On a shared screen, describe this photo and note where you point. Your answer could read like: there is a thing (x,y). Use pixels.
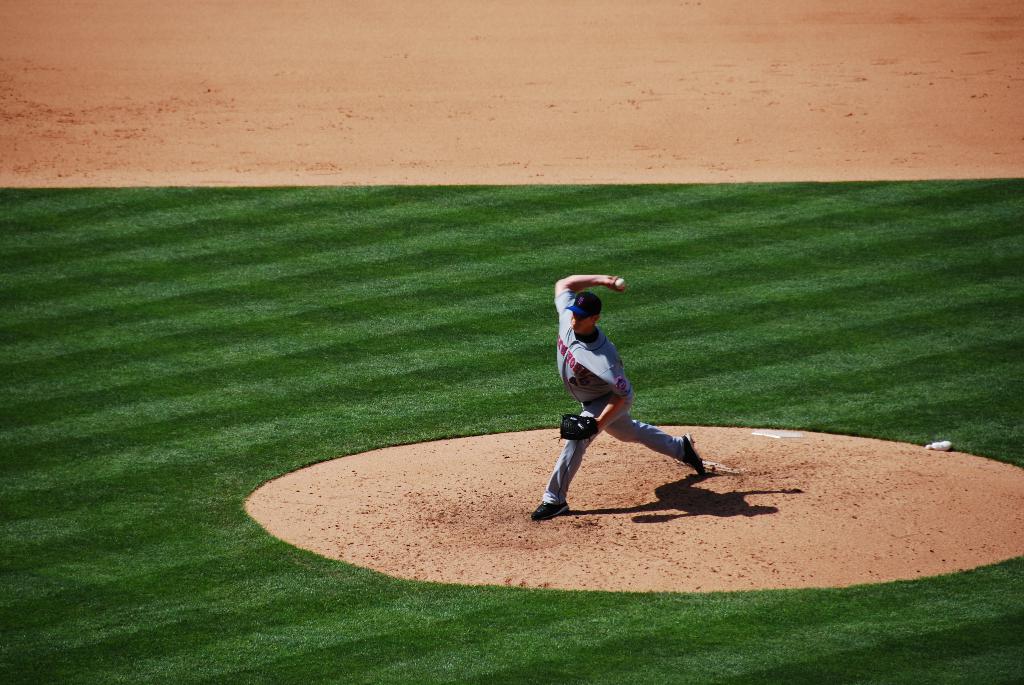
In this image there is a baseball player (685,453) who is standing on the ground (701,488) and throwing the ball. In the background (376,108) there is sand (438,109). On the ground (187,542) there is grass (192,603).
